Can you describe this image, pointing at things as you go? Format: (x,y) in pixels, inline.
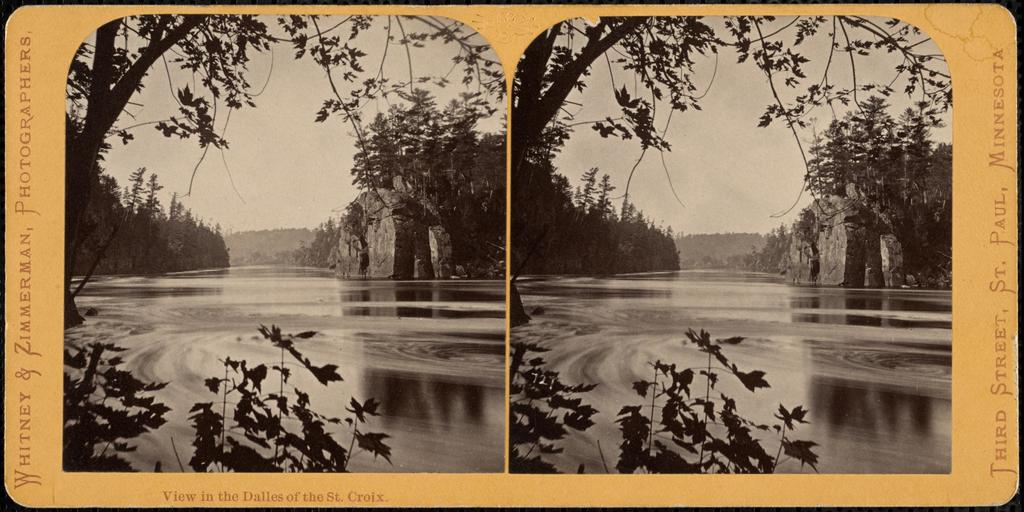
This is a collage image, and here we can see trees (328,252), rock (389,249) and at the bottom (599,361), there is water (559,314).
